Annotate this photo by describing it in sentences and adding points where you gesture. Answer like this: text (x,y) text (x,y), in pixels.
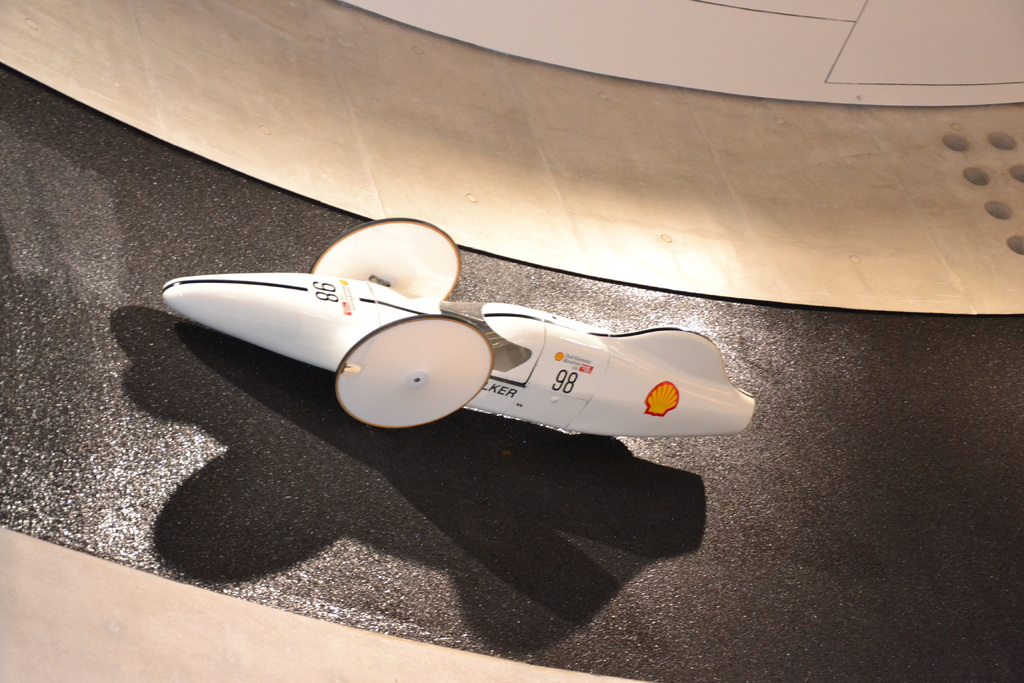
This image consists of a toy car (418,339). At the bottom (322,569), we can see a black colored surface (722,653).
